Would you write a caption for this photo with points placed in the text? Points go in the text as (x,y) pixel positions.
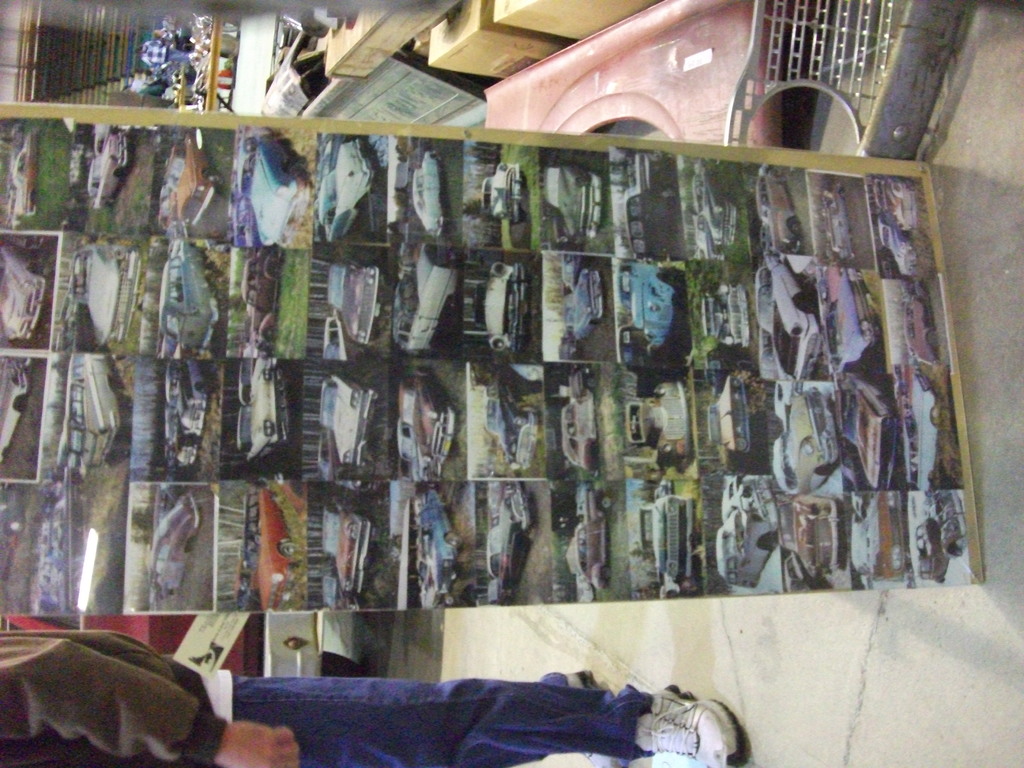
In this image I can see few pictures (769,415) of vehicles (729,427) on the board (796,408) and I can see the person (371,707) standing. In the background (611,107) I can see few objects (595,115) in multi color.
